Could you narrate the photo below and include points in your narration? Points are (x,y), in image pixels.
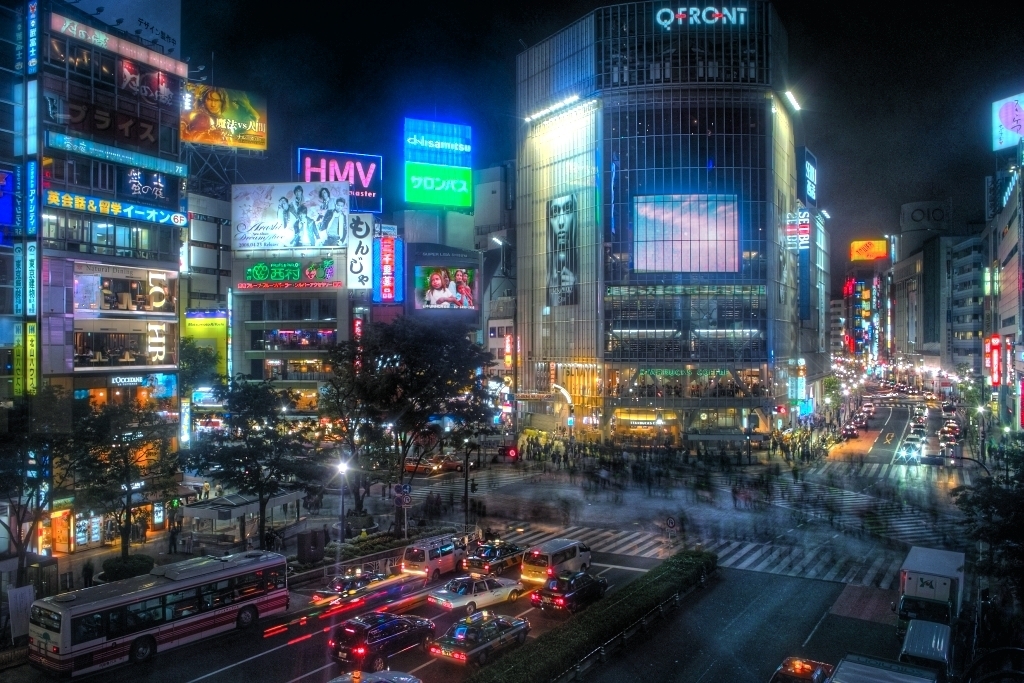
In this image we can see buildings (587,217) with boards (34,67) and text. There are trees (45,443). There are people (699,531) walking on the road (656,514). There are cars (500,542). At the top of the image (473,46) there is sky (815,43).
